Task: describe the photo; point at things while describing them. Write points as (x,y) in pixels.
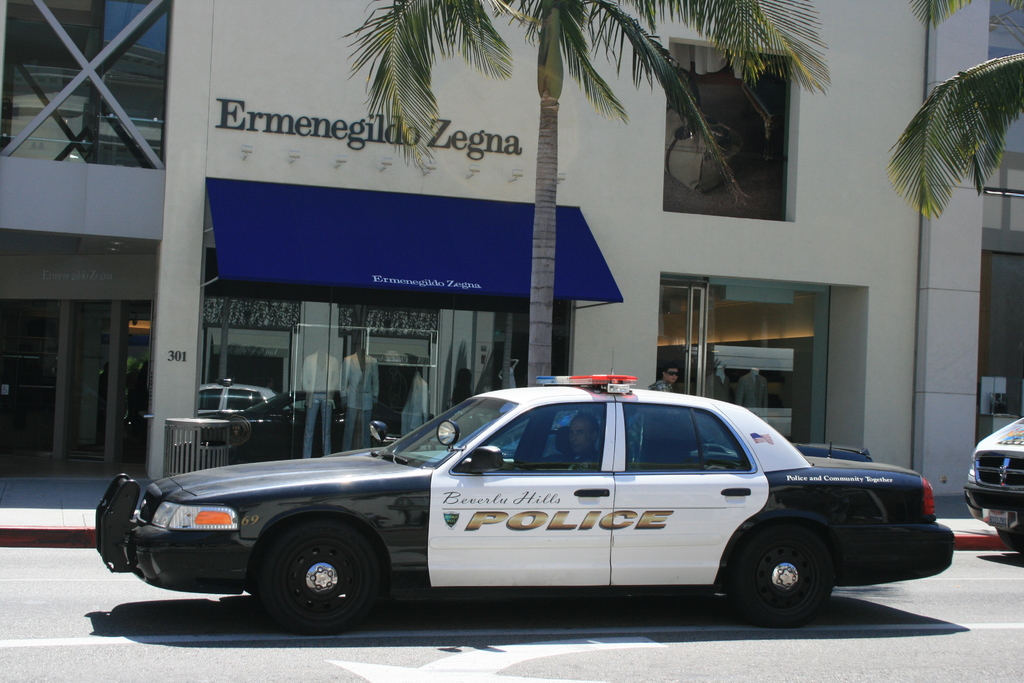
In this picture we can see few vehicles (878,537) on the road (922,605), a person (582,441) is seated in the car (588,488), in the background (865,141) we can find few trees (927,126), buildings (836,129), metal rods (228,433) and mannequins (723,380).
